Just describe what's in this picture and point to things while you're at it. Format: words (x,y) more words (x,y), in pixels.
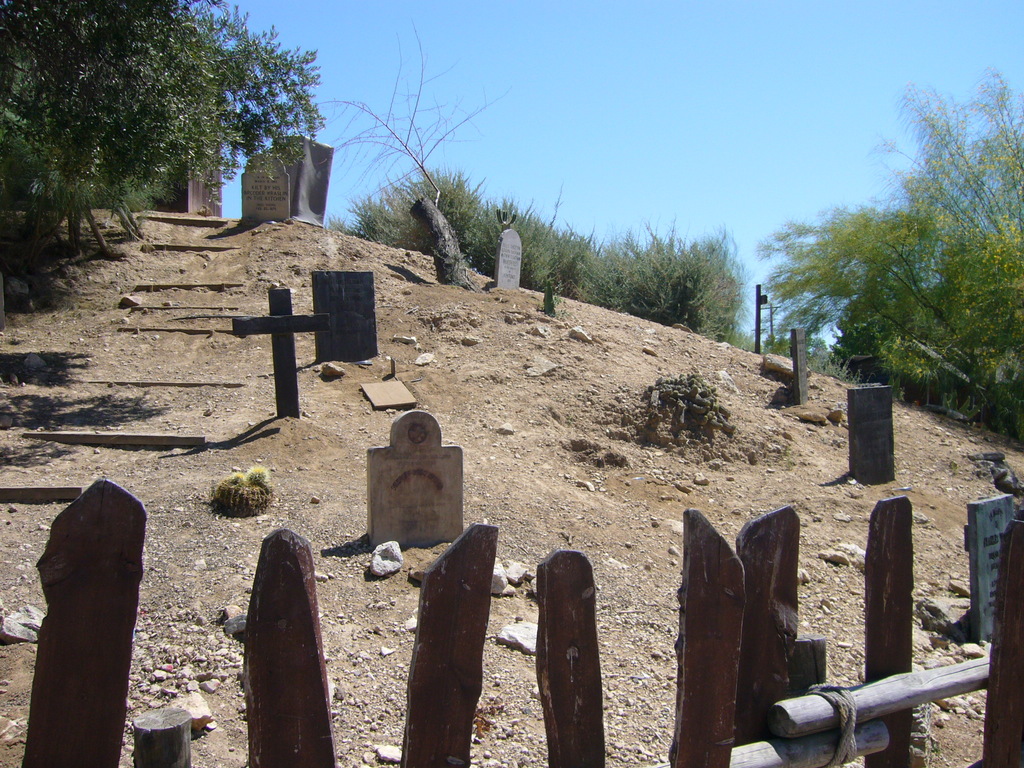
In this image we can see a graveyard (740,411), there are the rocks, there are the trees (523,253), at above the sky (588,179) is in blue color.
